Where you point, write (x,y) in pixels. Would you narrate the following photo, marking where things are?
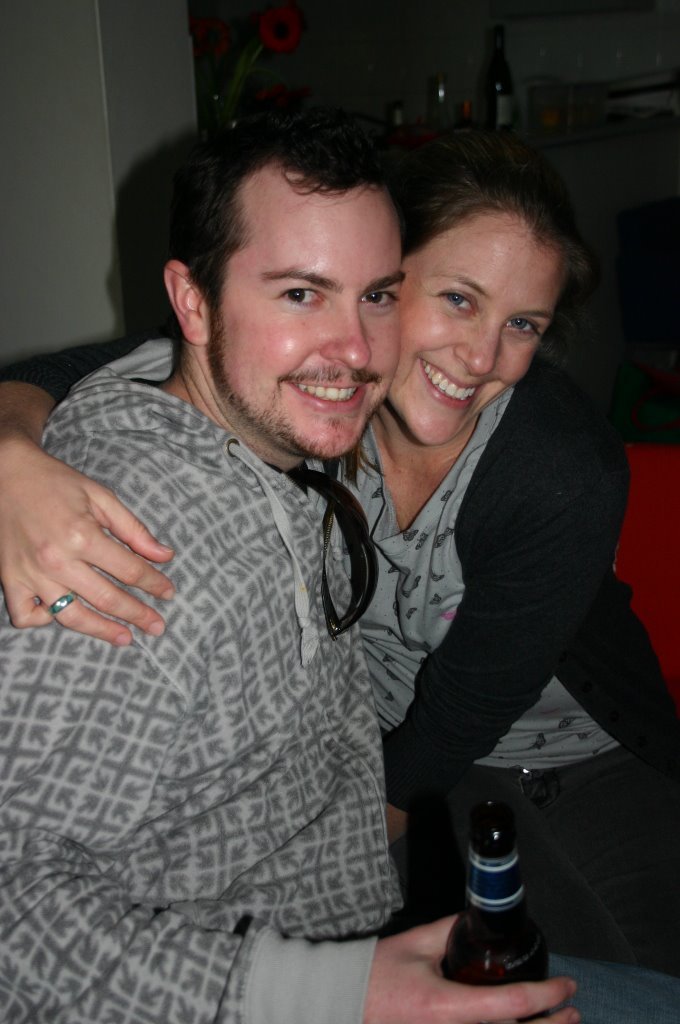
In this image we can see two persons (234,416) and a person (246,864) in the foreground (246,864) is holding a bottle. Behind the persons (252,305) we can see a wall (58,164) and few objects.
